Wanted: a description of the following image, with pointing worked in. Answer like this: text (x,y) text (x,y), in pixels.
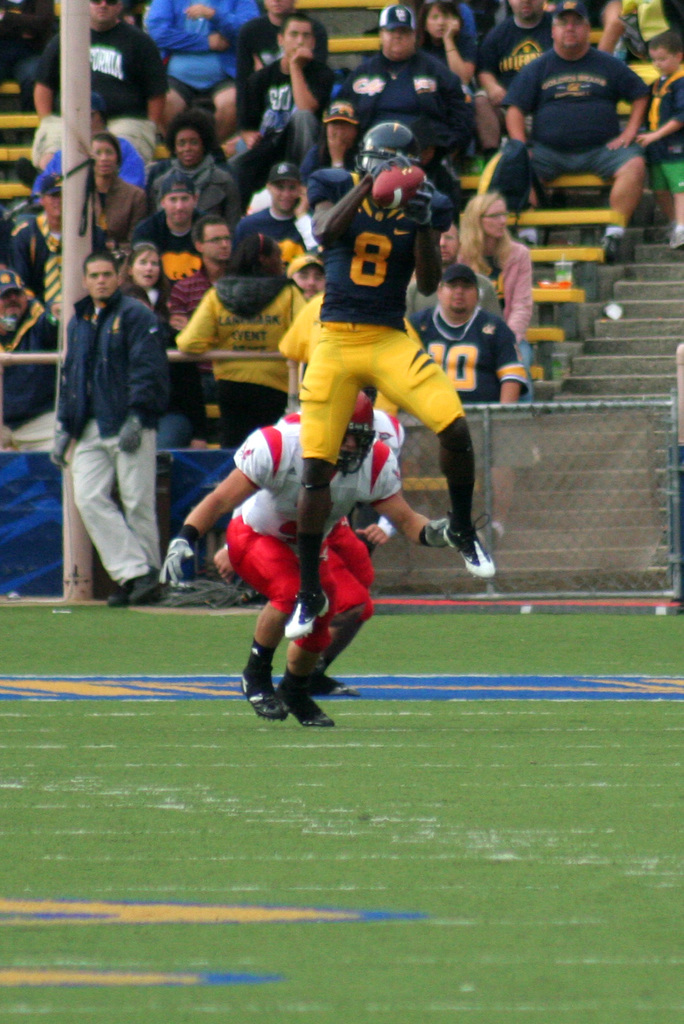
In this image there are few players (299,447) playing in a playground (628,868), behind them there are a few people (394,65) sitting and standing on the stairs (373,13) of a stadium (46,360) and there is a pole (73,288).
